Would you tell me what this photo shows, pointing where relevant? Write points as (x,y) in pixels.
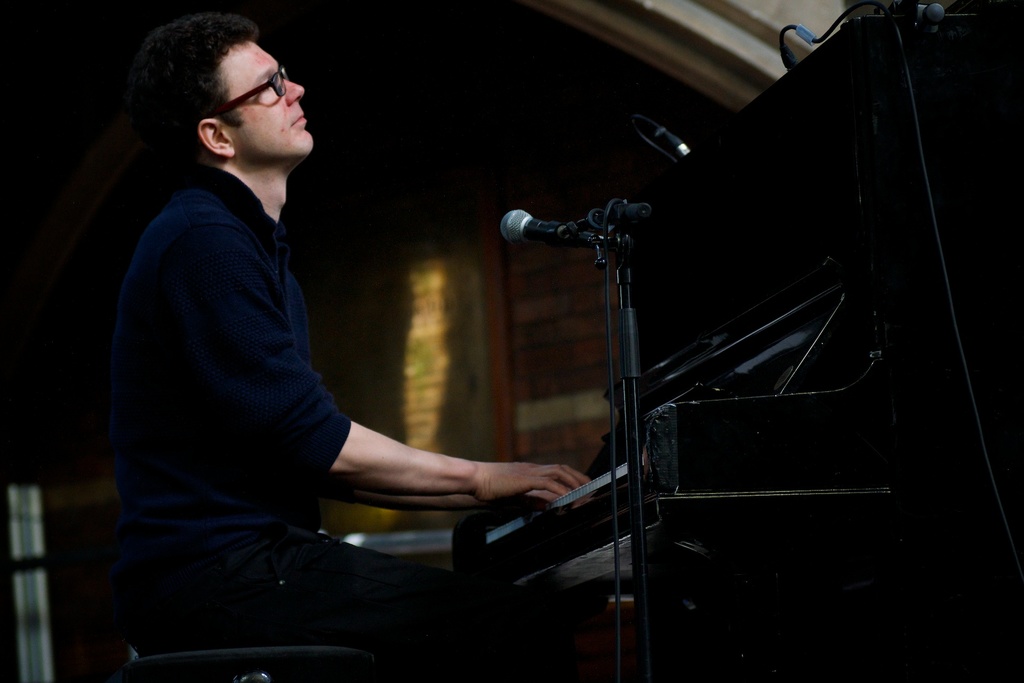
In this image there is a person (256,502) sitting and playing musical instrument (604,526) and beside that there is a microphone (600,212).
